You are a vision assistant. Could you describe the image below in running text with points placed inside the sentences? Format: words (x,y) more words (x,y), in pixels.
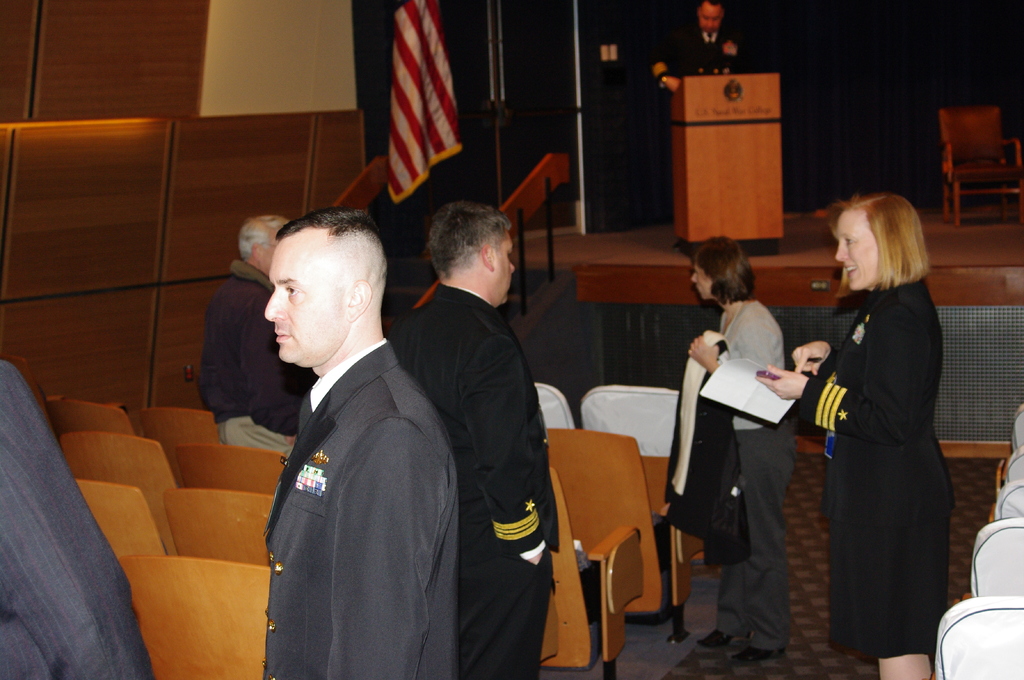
In this image, group of people (491,336) are stand near the chairs (646,564). We can see floor (811,649) at the bottom (813,652). And background (882,124), we can see curtain (898,143), chair (965,150) on the right side (965,162). Podium (769,168) and man (697,65) is stand here. The center, there is a flag (410,105). And left side (270,98), we can see wall (167,138).
